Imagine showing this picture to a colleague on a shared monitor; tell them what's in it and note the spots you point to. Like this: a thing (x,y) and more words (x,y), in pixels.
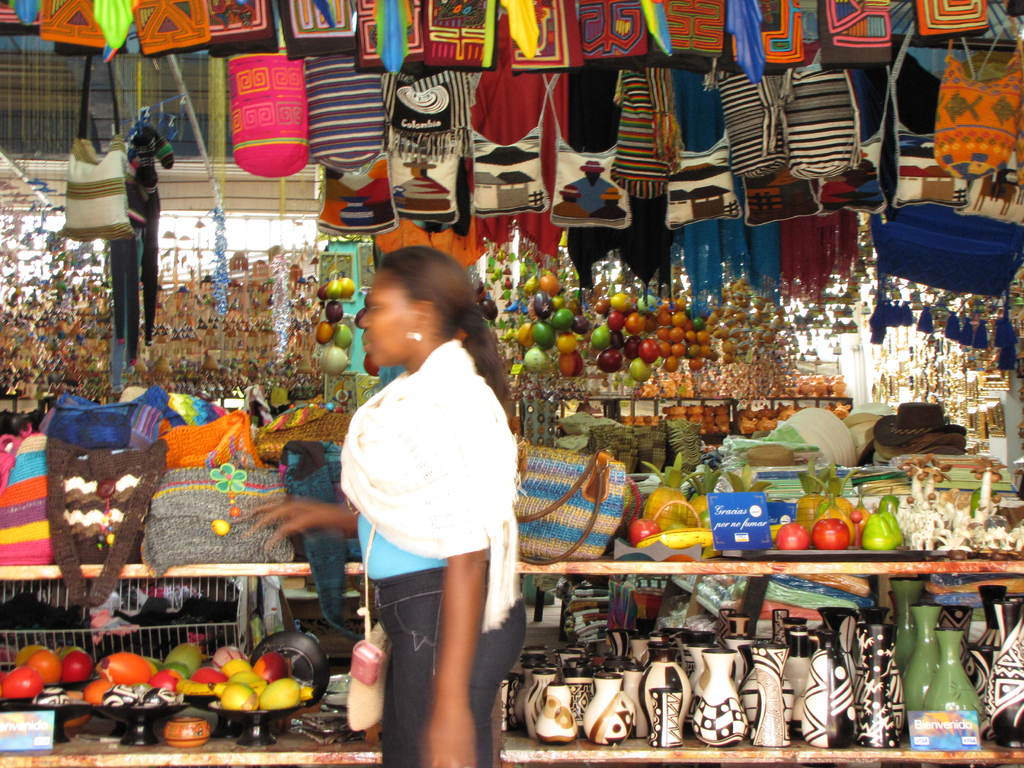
In the image in the center (452,483), we can see one person (470,476) standing. In the background (163,401), we can see handbags (728,156), baskets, bells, pots (853,621), jars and a few other objects (804,533).
